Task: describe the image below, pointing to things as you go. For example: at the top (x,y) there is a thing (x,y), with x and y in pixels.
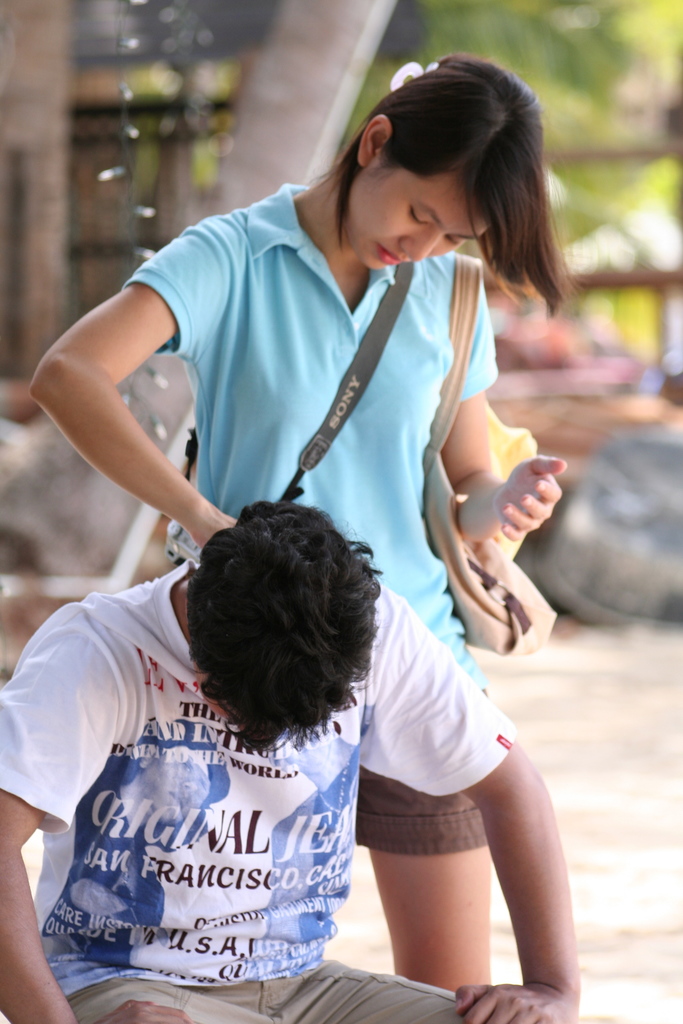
In this image we can see two people (190,1017) and one person (512,208) among them is standing and wearing a bag (462,270) and looking at a person (271,905) and in the background (547,105), we can see the image is blurred.
